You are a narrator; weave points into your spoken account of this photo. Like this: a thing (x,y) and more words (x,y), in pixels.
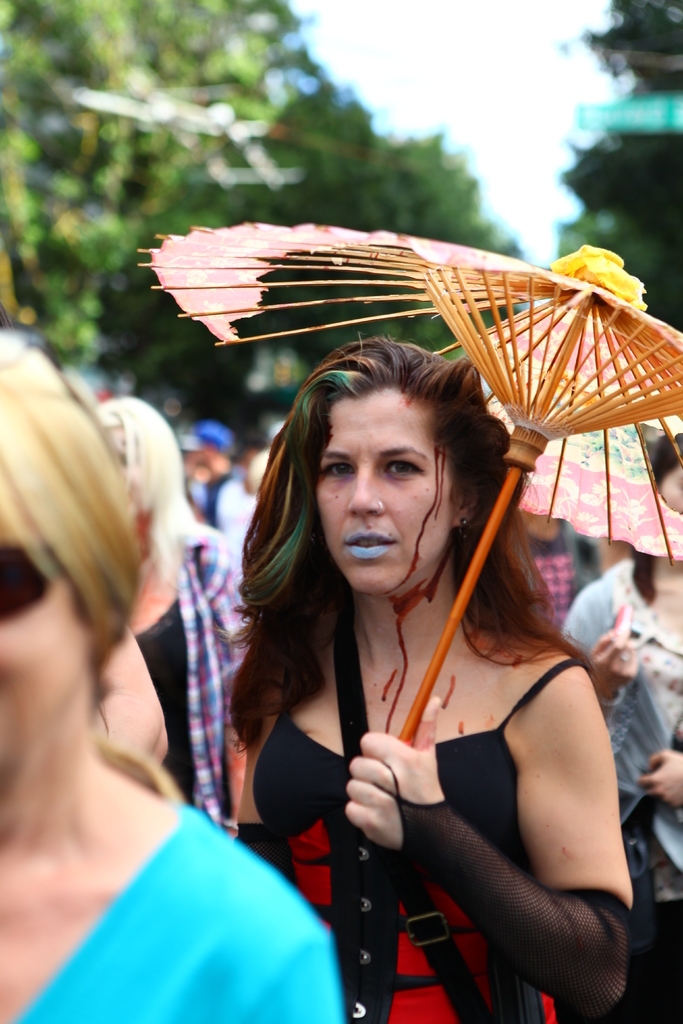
In this image there is a woman (578,964) standing and holding an umbrella (634,482), and in the background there are group of people (634,622) standing, trees (67,63), sky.
